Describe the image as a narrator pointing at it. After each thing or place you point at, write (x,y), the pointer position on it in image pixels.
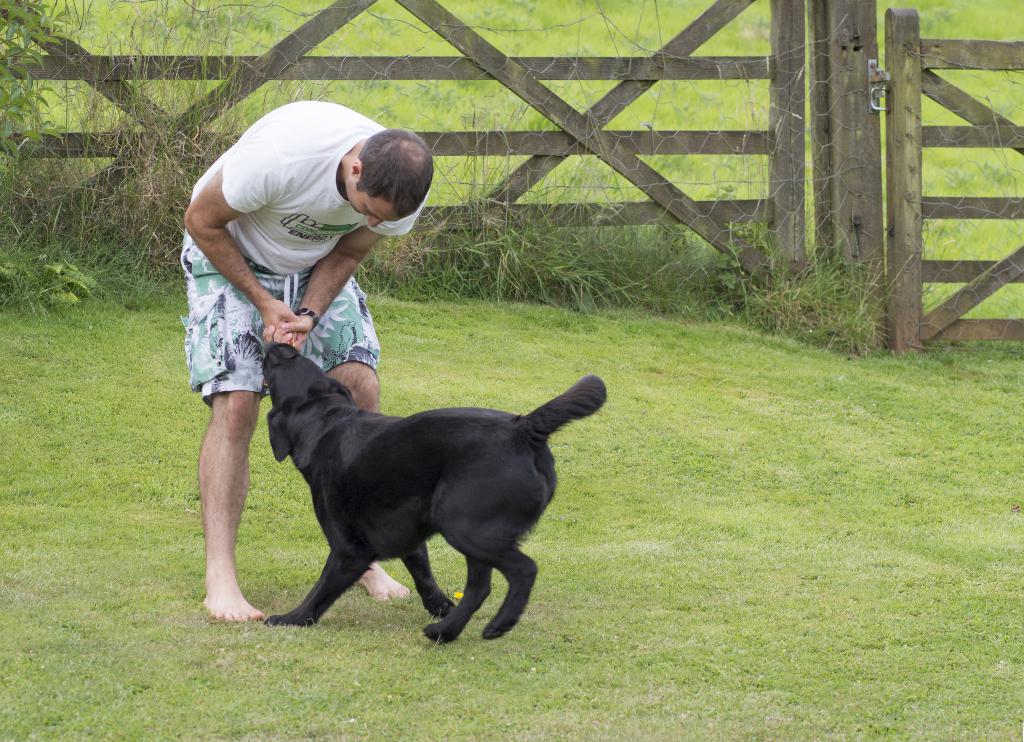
This picture shows a man (271,252) playing with a dog (302,454) which is in black color in a garden (291,667). There is a wooden railing (565,120) in the background (556,140) and some plants (576,271) here.
